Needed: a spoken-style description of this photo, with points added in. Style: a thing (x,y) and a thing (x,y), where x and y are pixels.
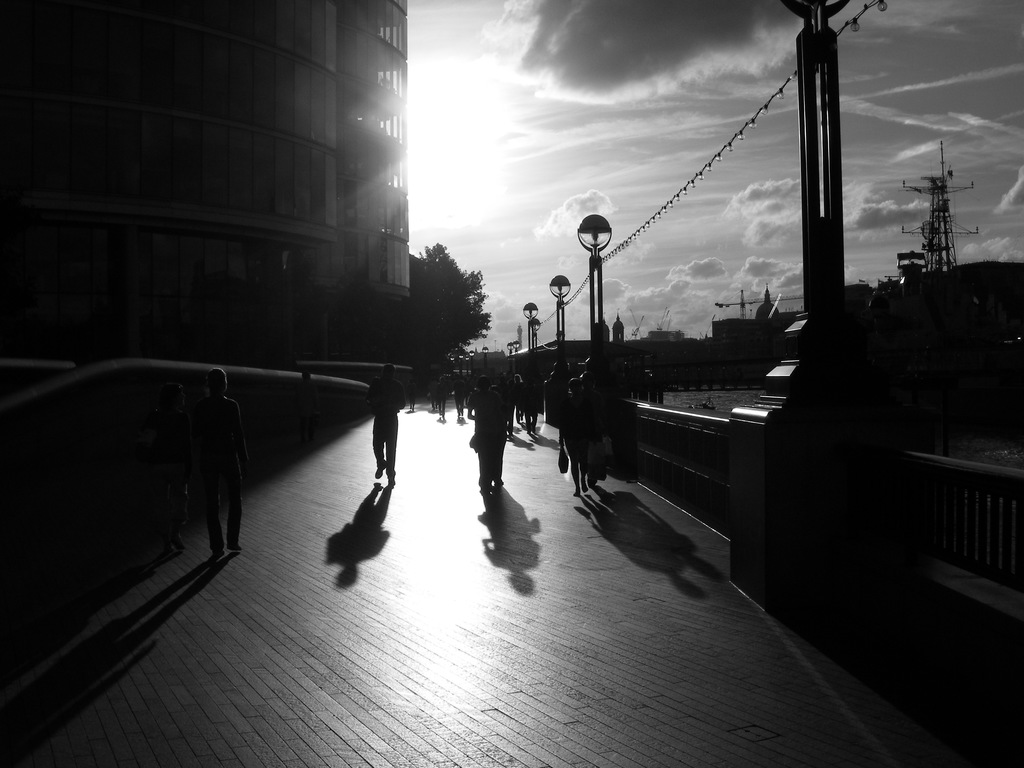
This picture is a black and white image. In this image we can see the buildings (153,273), antennas (937,189), some poles (805,312) with lights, one wire (541,322) with lights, some objects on the ground (332,547), one fence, one path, some people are walking, few people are walking, some trees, sunlight (491,177) in the sky (542,180) and at the top (532,171) there is the cloudy sky (583,337).
